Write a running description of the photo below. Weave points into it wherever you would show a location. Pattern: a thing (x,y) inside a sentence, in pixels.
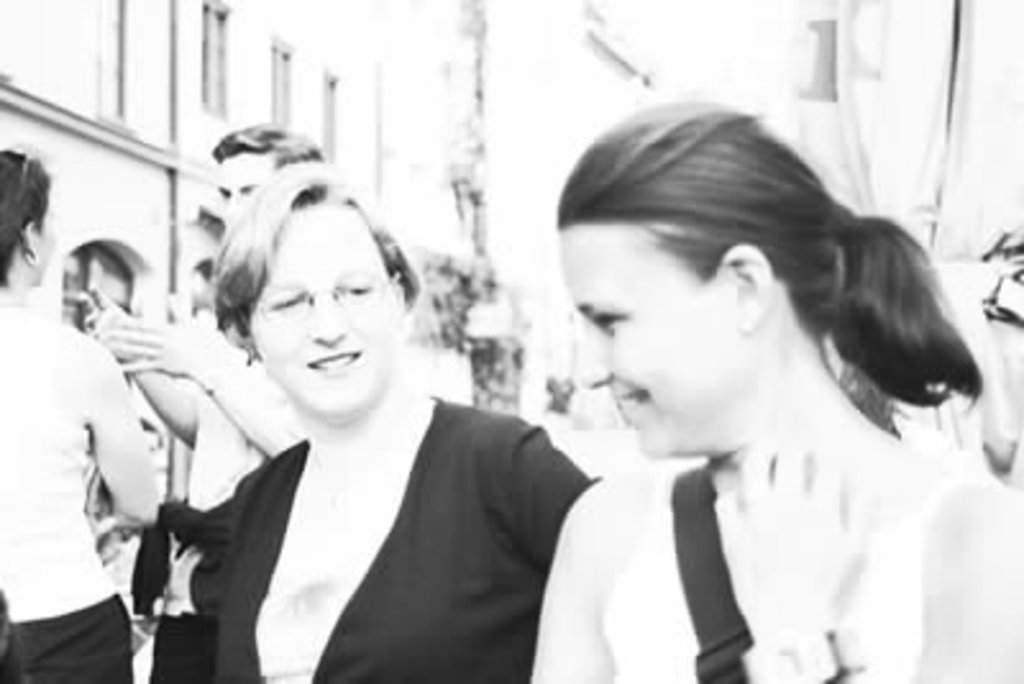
In the image in the center (466,420) we can see few people (381,380) were standing and they were smiling, which we can see on their faces (629,341). In the background (692,58) we can see buildings (94,63), poles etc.
